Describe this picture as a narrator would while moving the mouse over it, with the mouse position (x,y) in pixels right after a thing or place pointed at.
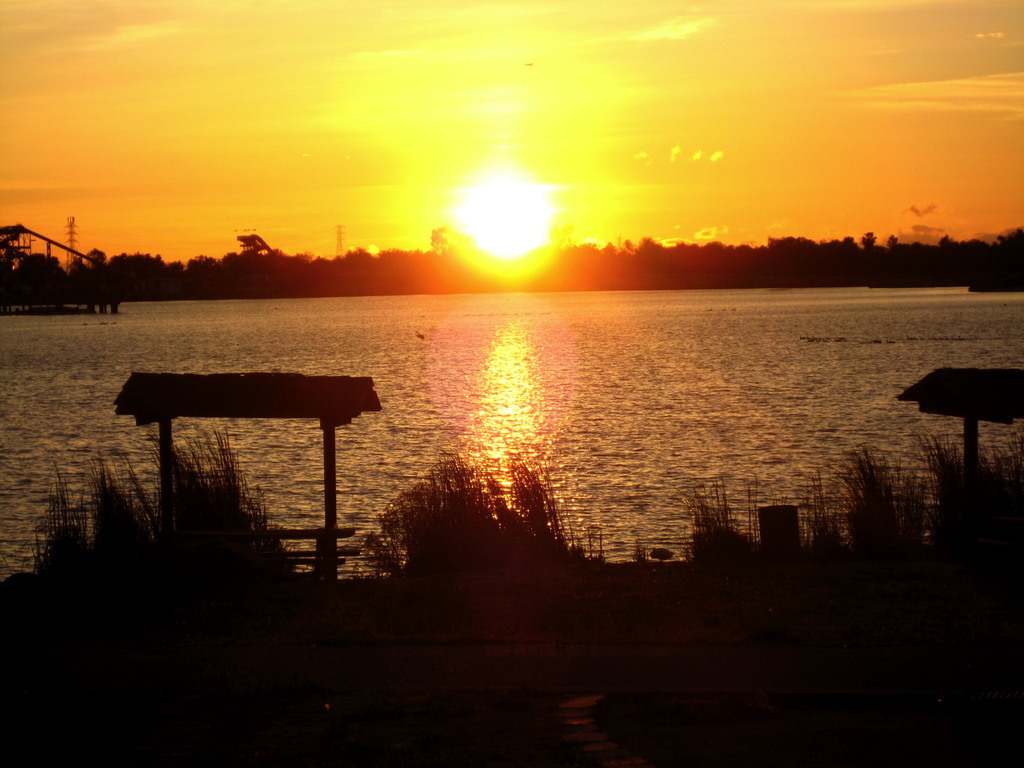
In this picture there are trees (648,247) and towers (25,230). In the foreground (934,398) there are sheds (944,409) and there are benches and there are plants (863,495). At the top (617,83) there is sky (718,83) and there are clouds (963,84) and there is sun (526,242). At the bottom (663,522) there is water (974,346).
